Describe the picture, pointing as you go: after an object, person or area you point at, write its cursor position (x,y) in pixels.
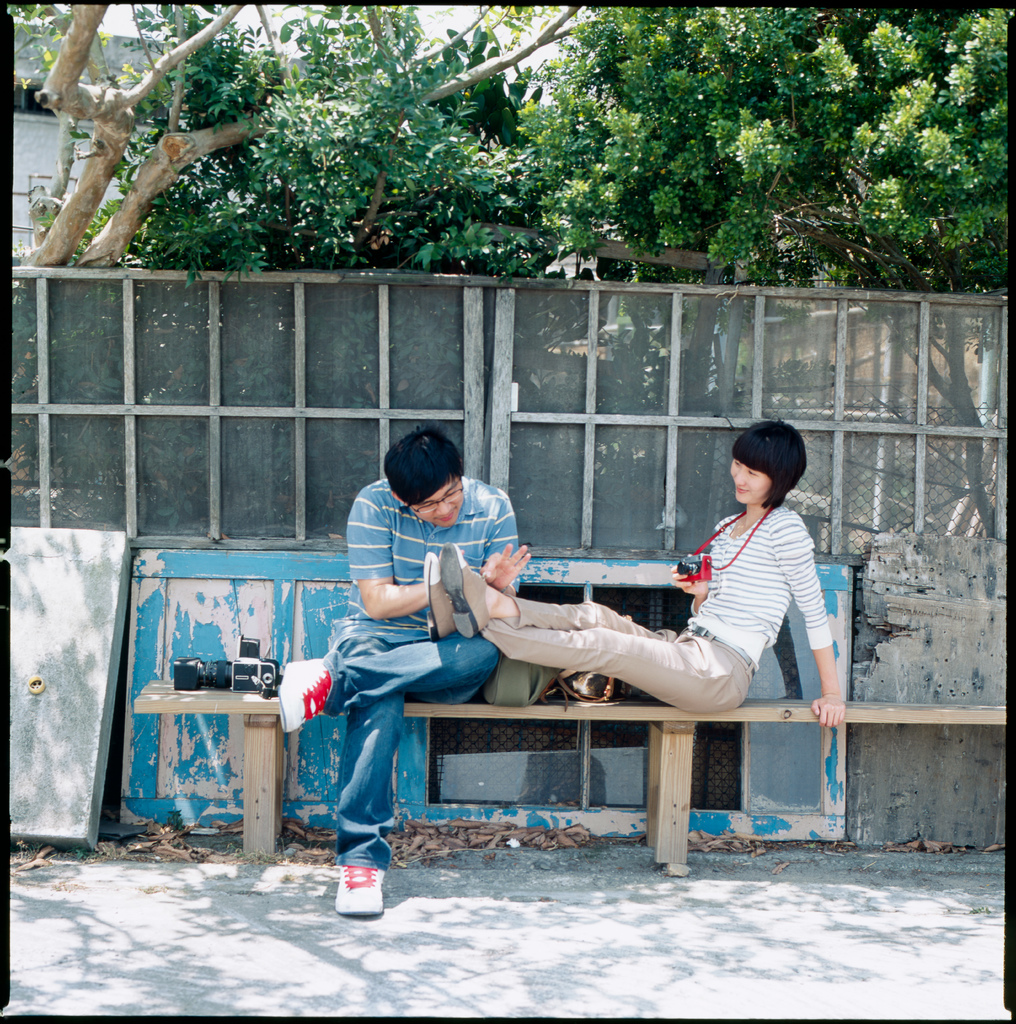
As we can see in the image there are trees (316,126), bench (262,702) and two people (578,629) sitting on bench (653,705).
